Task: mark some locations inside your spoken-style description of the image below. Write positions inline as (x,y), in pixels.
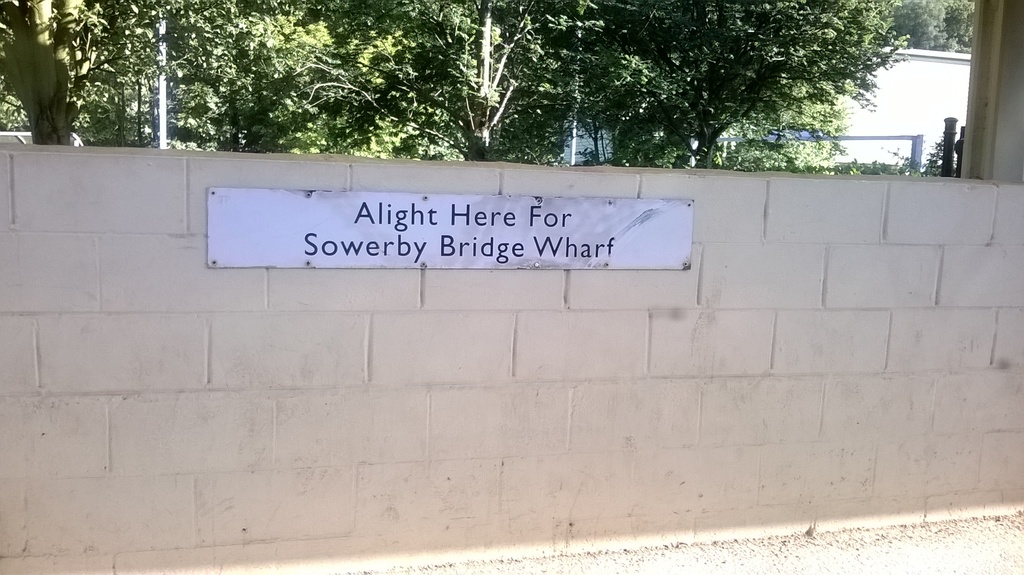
In this image I can see a white color board (637,252) attached to the wall (770,224). Background (126,80) I can see trees (212,114) in green color.
